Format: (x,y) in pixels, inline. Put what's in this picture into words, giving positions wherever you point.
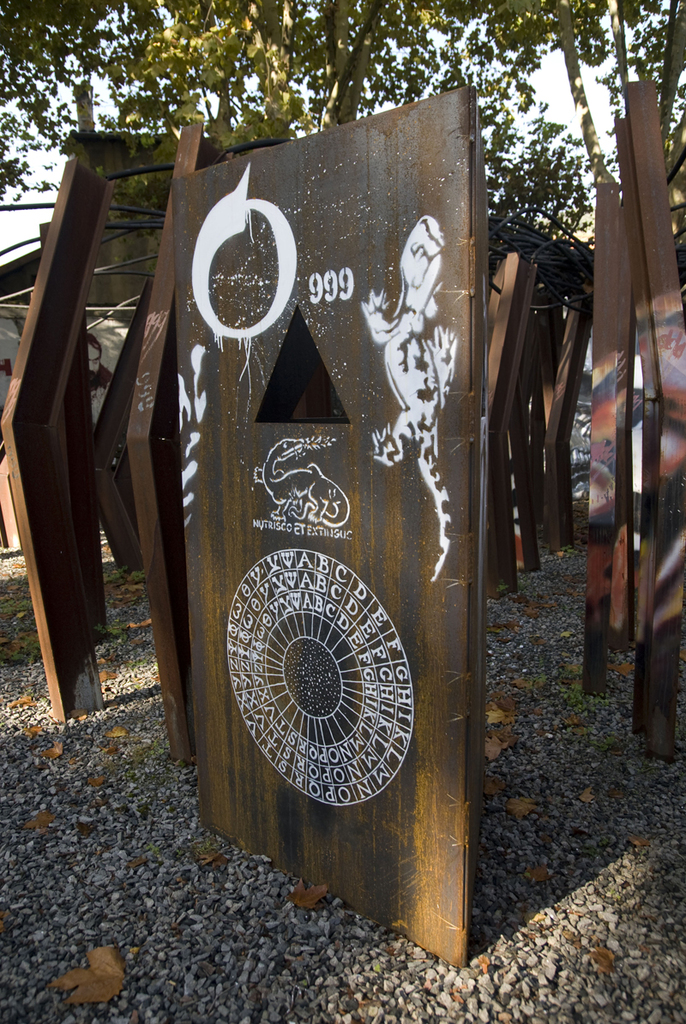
In the picture we can see some metal panels (291,421) on the stone surface (644,964) and behind it we can see some trees (522,142).
